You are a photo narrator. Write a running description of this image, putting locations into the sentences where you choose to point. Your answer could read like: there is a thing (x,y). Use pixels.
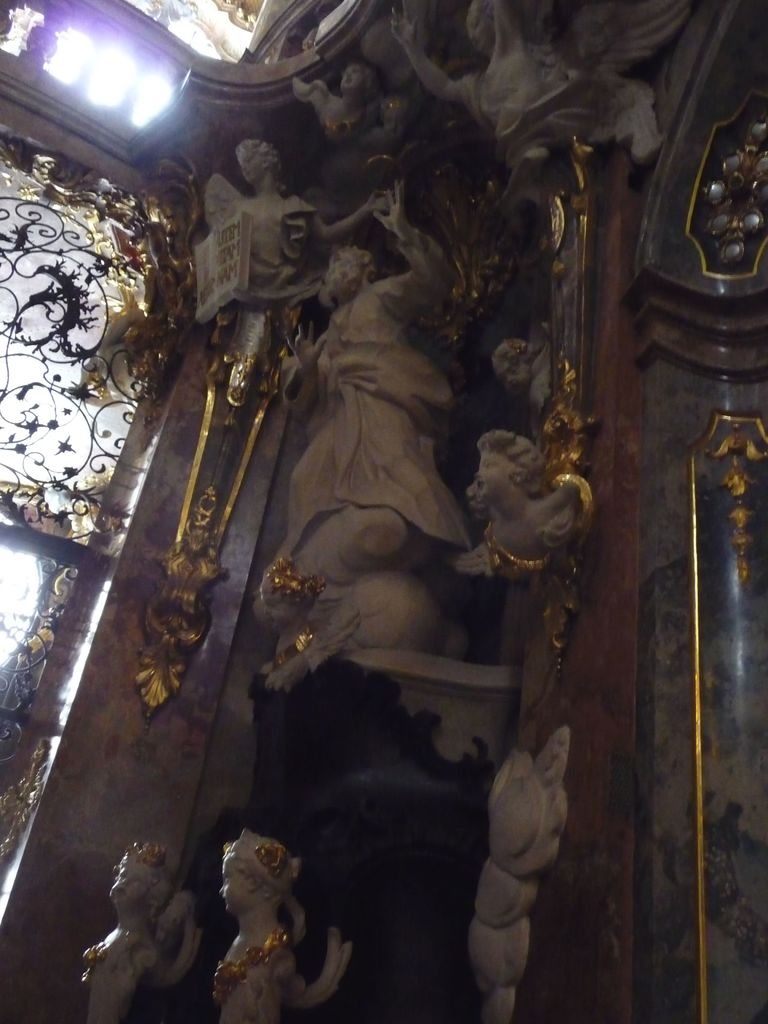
In this image we can see the sculptures (623,97) on the wall (567,920). We can also see the window (10,381) on the left (55,503).
